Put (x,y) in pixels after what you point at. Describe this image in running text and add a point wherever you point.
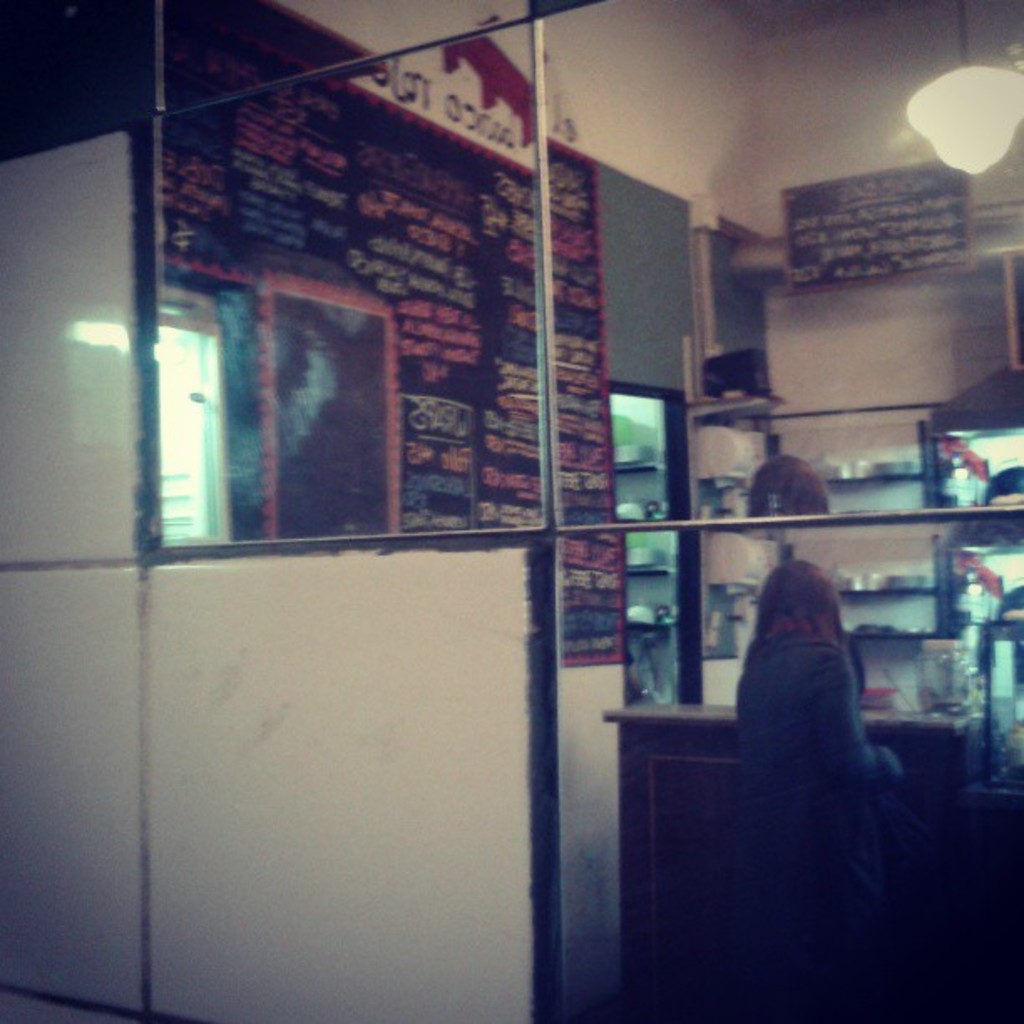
Here I can see three marbles (55,383) and mirrors (729,402). On the right side (862,696), I can see the reflection (805,781) of a woman (826,727) in the mirror (846,742). She is standing facing towards the back side (804,728). In front of her there is a table (939,905). In the background (939,628) there are many objects (968,617) arranged in the racks (944,609) and there are few boards (526,242) with some text (427,243). In the top right-hand corner (972,78) there is a lamp (957,86).
